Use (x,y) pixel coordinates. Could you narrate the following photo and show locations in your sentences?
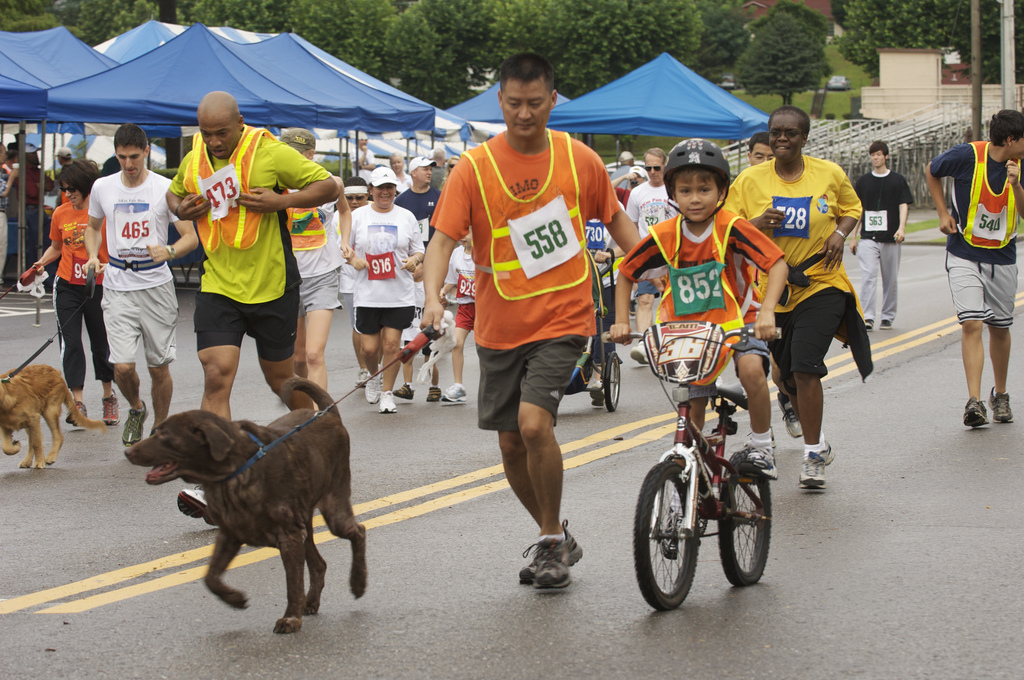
Here we can see some persons (498,234) are running on the road (808,576). He is on the bicycle (667,503) and there are dogs (220,450). Here we can see umbrellas (495,123). There are trees (700,53) and this is house (916,101). There is a pole (1011,37).
